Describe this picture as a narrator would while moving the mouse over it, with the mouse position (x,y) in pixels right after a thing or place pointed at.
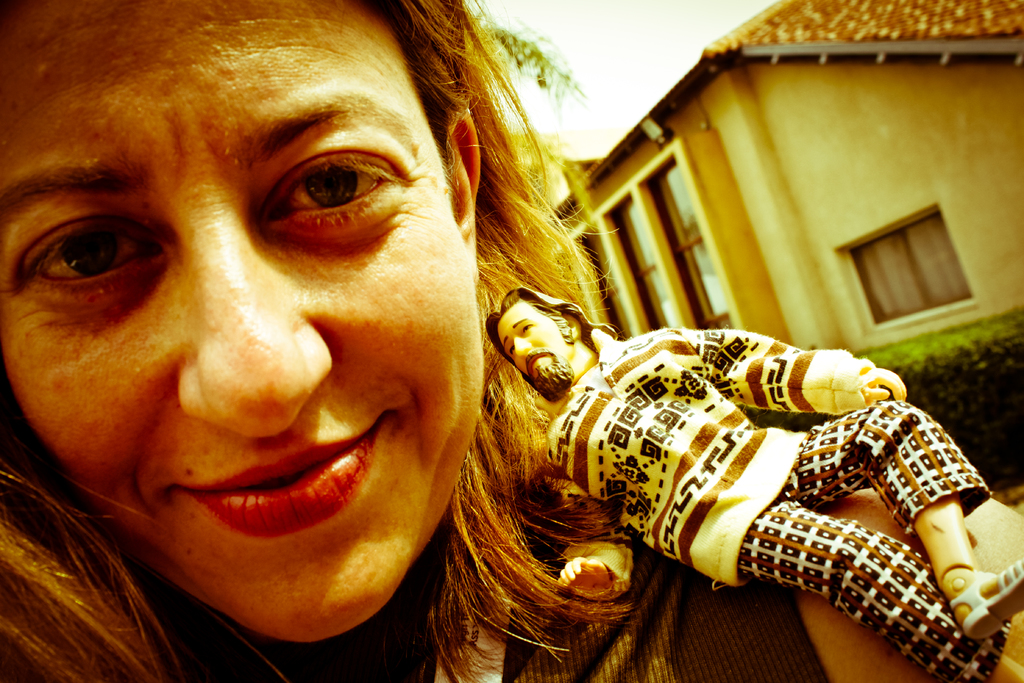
In the picture I can see a woman (332,355) is smiling. Here I can see a toy (699,479). In the background (774,200) I can see a building (778,200), plants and the sky (609,81).
